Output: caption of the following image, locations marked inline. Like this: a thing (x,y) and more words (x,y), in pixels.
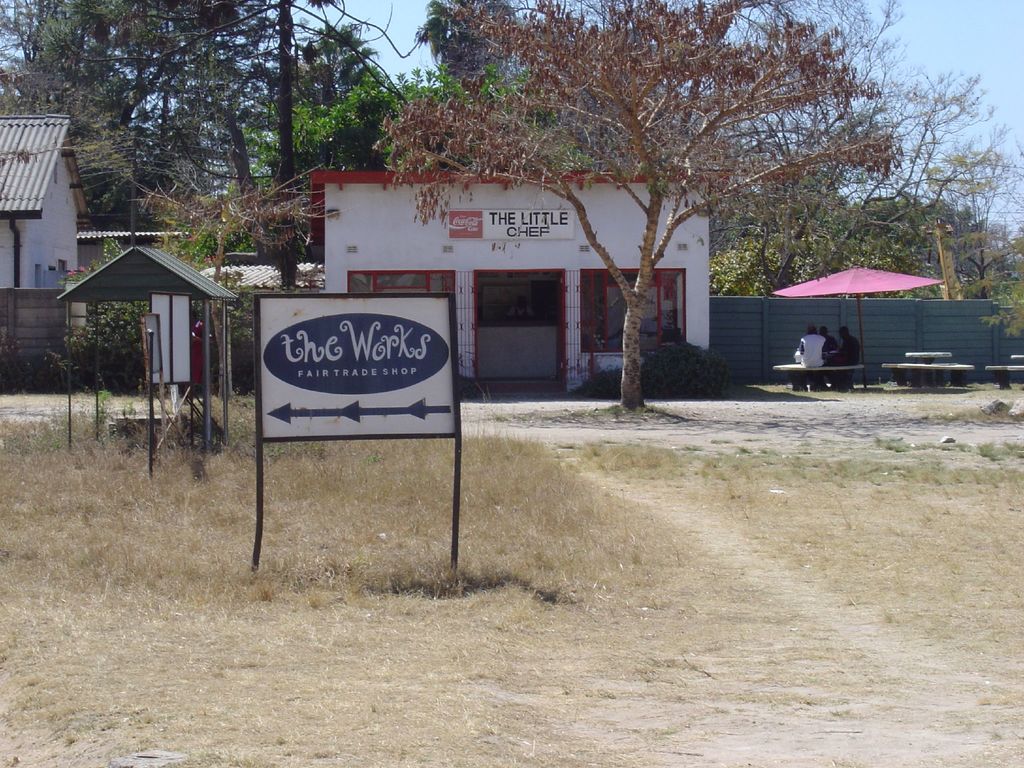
In the foreground of this picture (321,407), there are name boards (302,354). In the background (439,266), there are few buildings (448,249), trees (547,126), a shed (120,279), an umbrella (863,287) and person (807,362) sitting under it and the sky (908,71).
